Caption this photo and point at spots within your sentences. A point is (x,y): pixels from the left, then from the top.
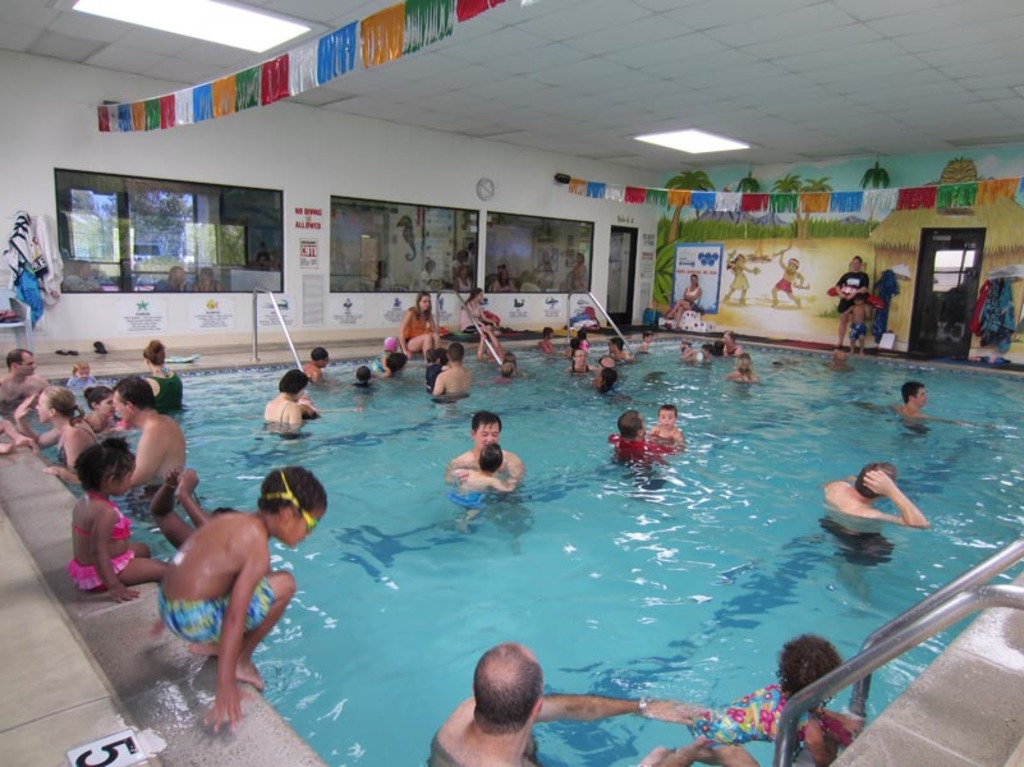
In this image there are a few kids (87,576) and adults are swimming inside an indoor swimming pool (523,435).
